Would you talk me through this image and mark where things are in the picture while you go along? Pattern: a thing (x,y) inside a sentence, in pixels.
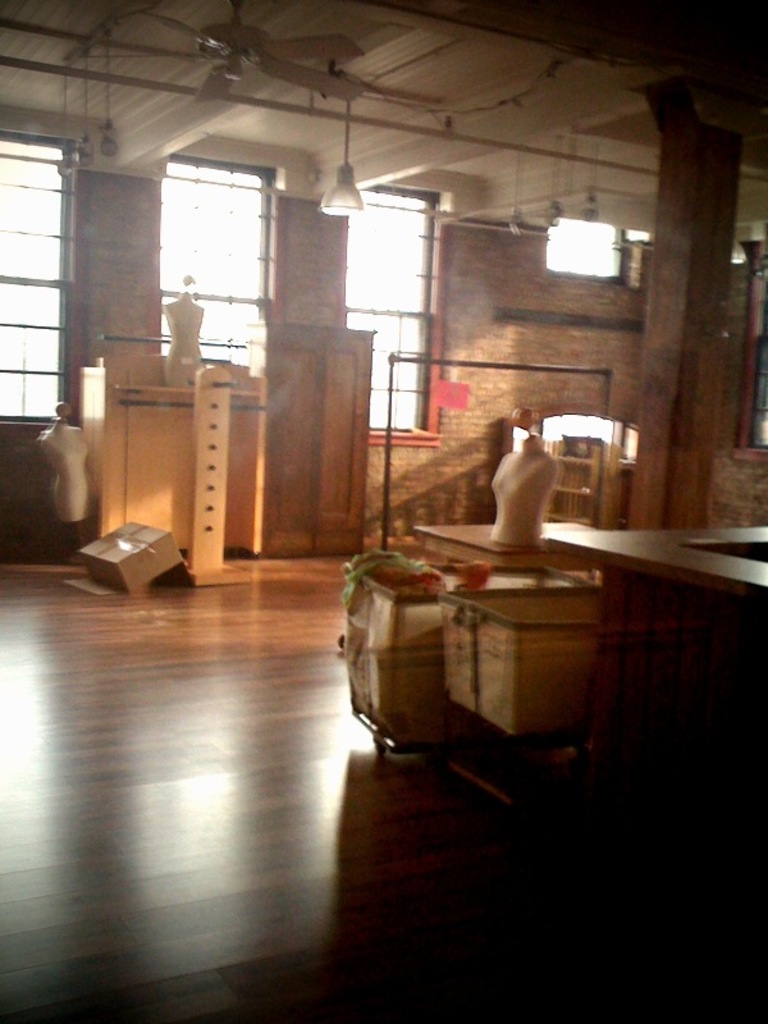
In the picture we can see a room (353,297), in a room (476,516) there are mannequins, tables (463,558) and some other furniture (279,490) and in the background (301,320) there is a brick wall (490,323) and in between the wall (109,240) there are several windows (375,249).
